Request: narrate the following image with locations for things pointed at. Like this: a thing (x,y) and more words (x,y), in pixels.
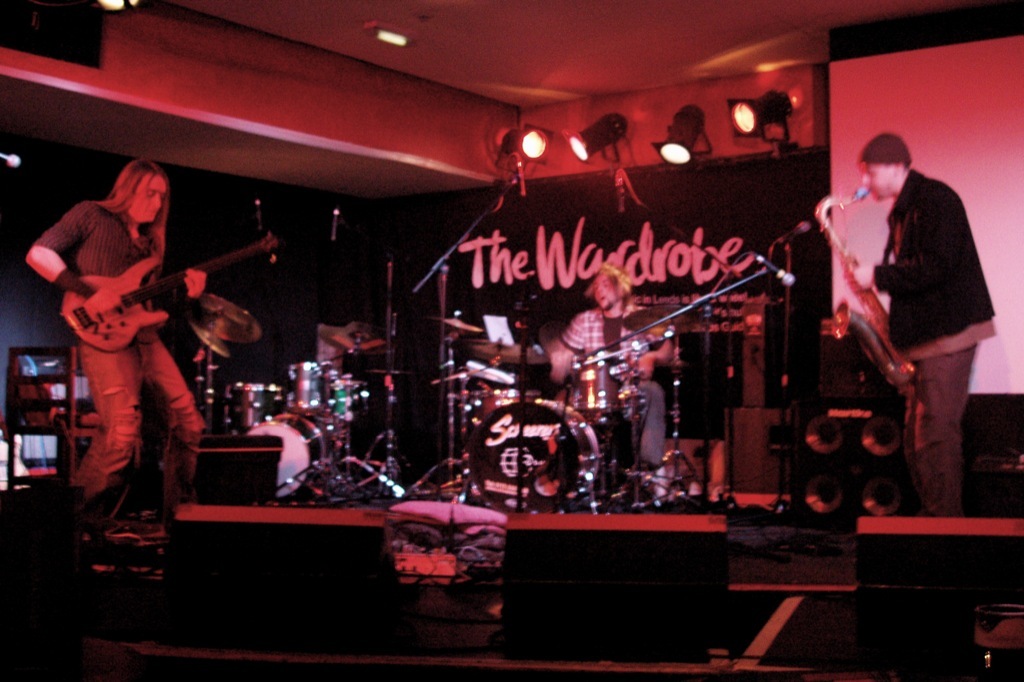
In the image we can see there are people (958,315) who are holding musical instruments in their hand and there is a man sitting and playing drums (535,431).
